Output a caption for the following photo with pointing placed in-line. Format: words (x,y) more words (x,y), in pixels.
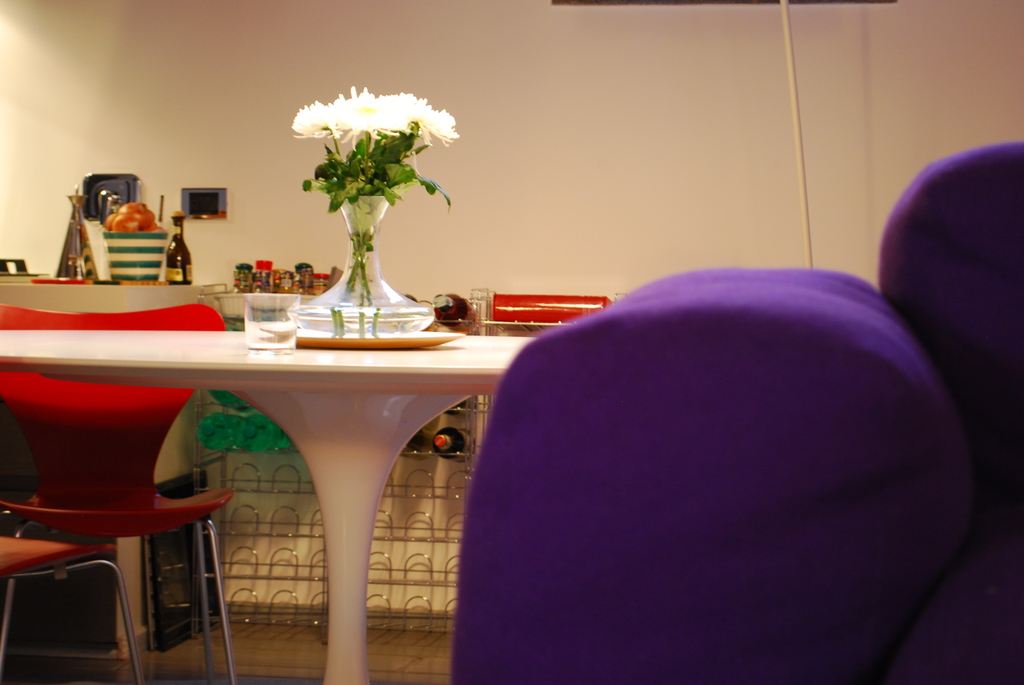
In this picture we can see a table (328,387) and flower vase (333,295) and glass (290,341) on it. these are chairs (107,469). On the background of the picture (544,119) we can see a wall (204,85) and few bottles (186,255) and a tub (143,249) in which we can see fruits (141,209).
